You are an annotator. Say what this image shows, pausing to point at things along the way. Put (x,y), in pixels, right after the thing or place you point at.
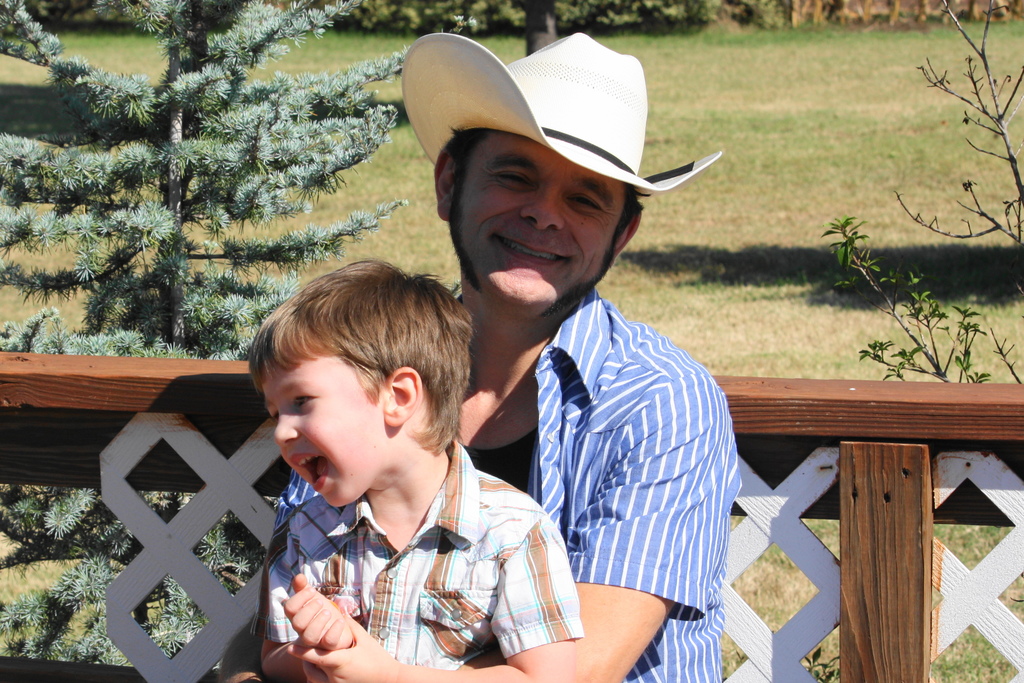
In the center of the image (570,244) we can see a man (489,255) and kid (404,529). In the background (392,243) we can see trees (30,234), fencing (807,472) and grass (802,364).
